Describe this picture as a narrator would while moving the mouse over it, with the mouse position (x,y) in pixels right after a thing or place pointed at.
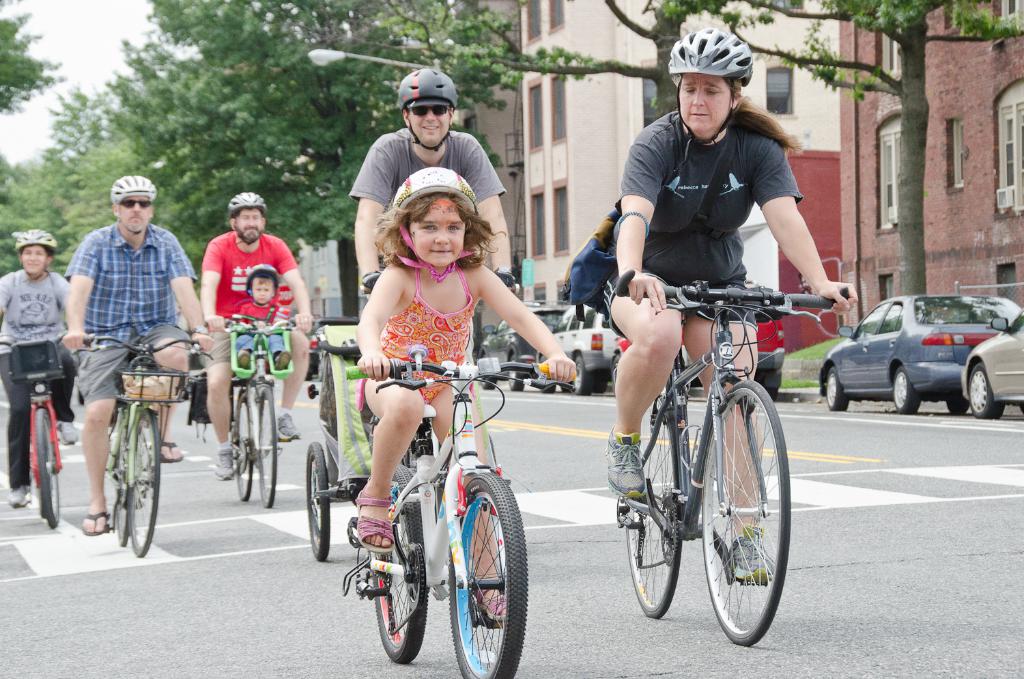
In this picture we can see a group of people (444,297) where they wore helmets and riding bicycle (702,486) on road (558,397) and aside to this road (872,407) we have see cars (917,315) and in background (846,268) we can see building (830,106) with windows (775,72), trees (386,38), light (313,58), sky (93,48).
